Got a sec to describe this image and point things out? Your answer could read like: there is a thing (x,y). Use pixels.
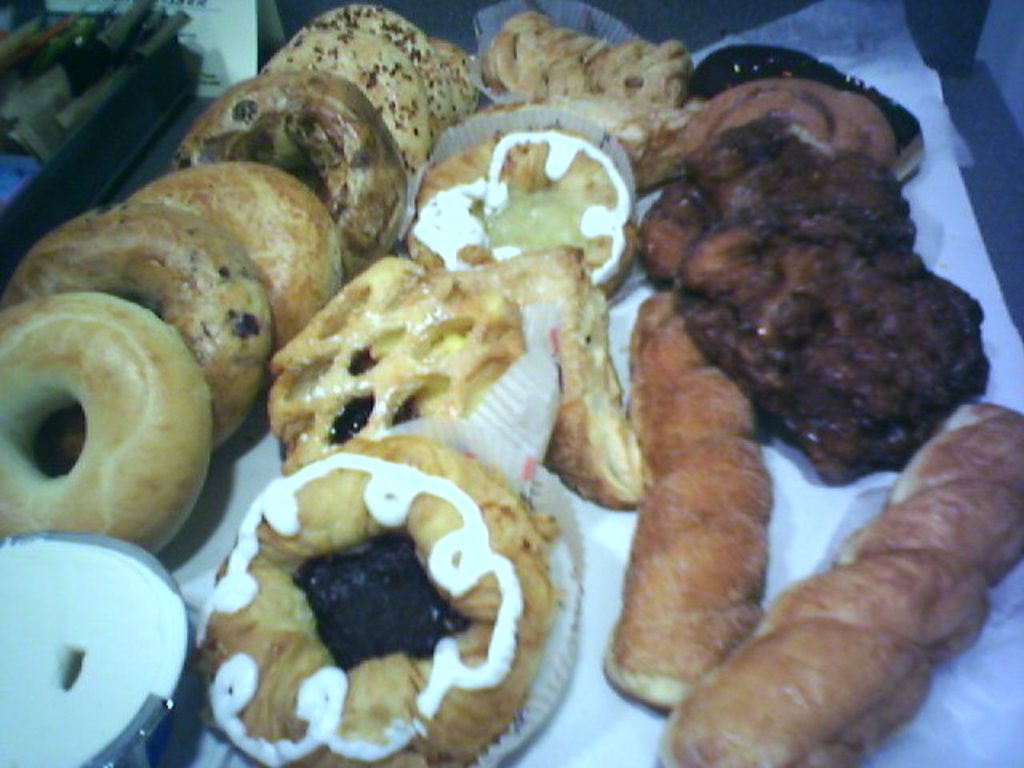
In this picture we can see doughnuts (233,307). This is a chocolate sauce (377,591) and this is a white cream (234,684) applied on the doughnut (507,624). These are the paper plates (522,444). On the left side of the picture (116,127) we can see one black tray (130,104) and there are few pens (62,36) inside the tray (142,89).
